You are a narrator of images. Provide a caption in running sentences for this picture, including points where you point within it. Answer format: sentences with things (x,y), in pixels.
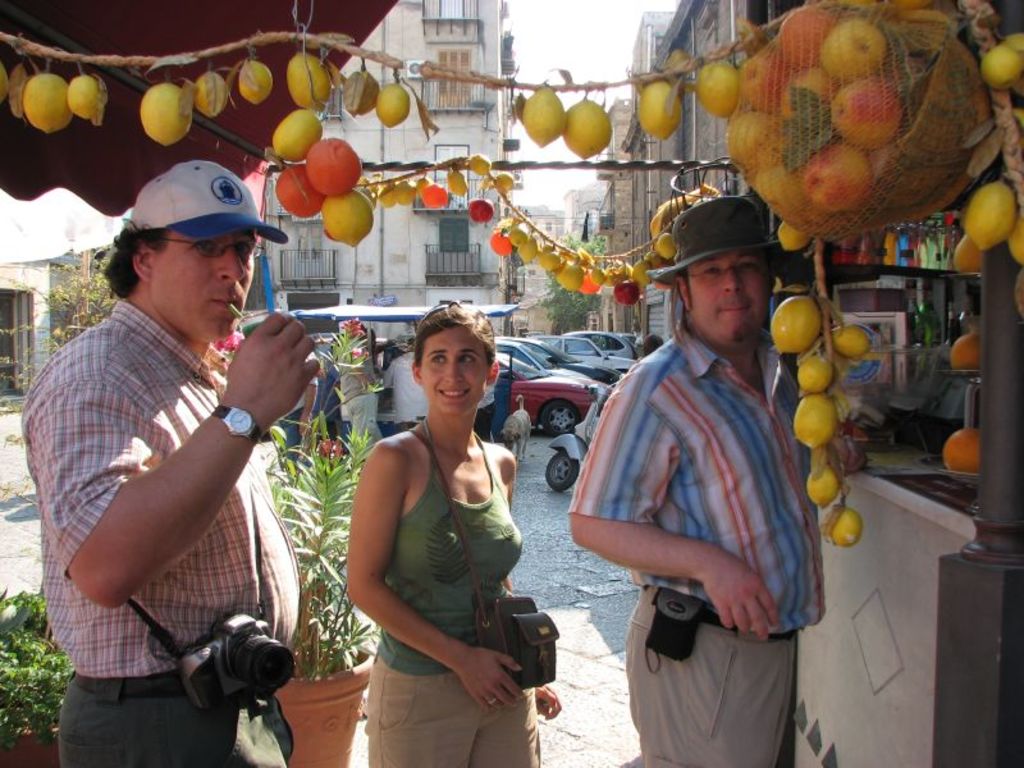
In the foreground of the picture (67,625) there are fruits (774,118), people (158,575), plants (53,660) and a small room (923,445). In the room (910,400) we can see shelves (909,266). In the shelves (897,269) there are bottles (921,323). In the middle of the picture (503,364) there are buildings (640,335), cars (549,359), dog (515,437), motorbike (562,441), people (369,401) and road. In the center of the background (579,32) there are buildings (577,199) and sky (556,57).
